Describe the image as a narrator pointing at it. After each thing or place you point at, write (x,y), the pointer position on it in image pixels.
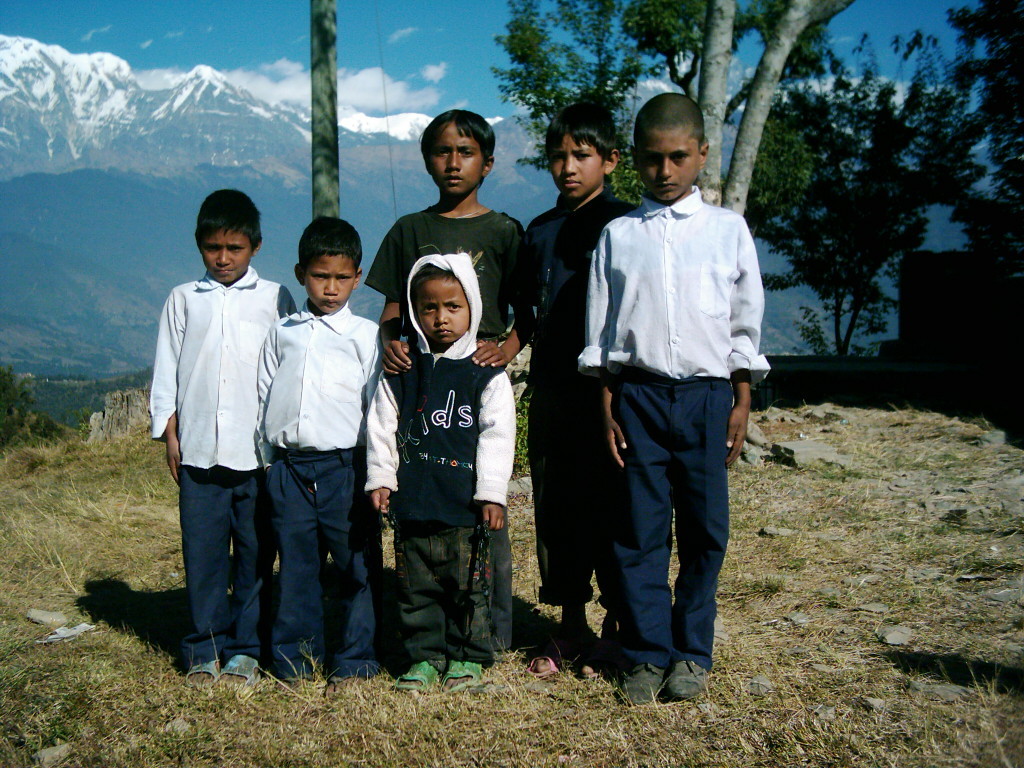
This image consists of children (201,570). At the bottom (520,759), there is grass (557,735) on the ground (290,752). To the right (833,221), there are trees (836,100).
